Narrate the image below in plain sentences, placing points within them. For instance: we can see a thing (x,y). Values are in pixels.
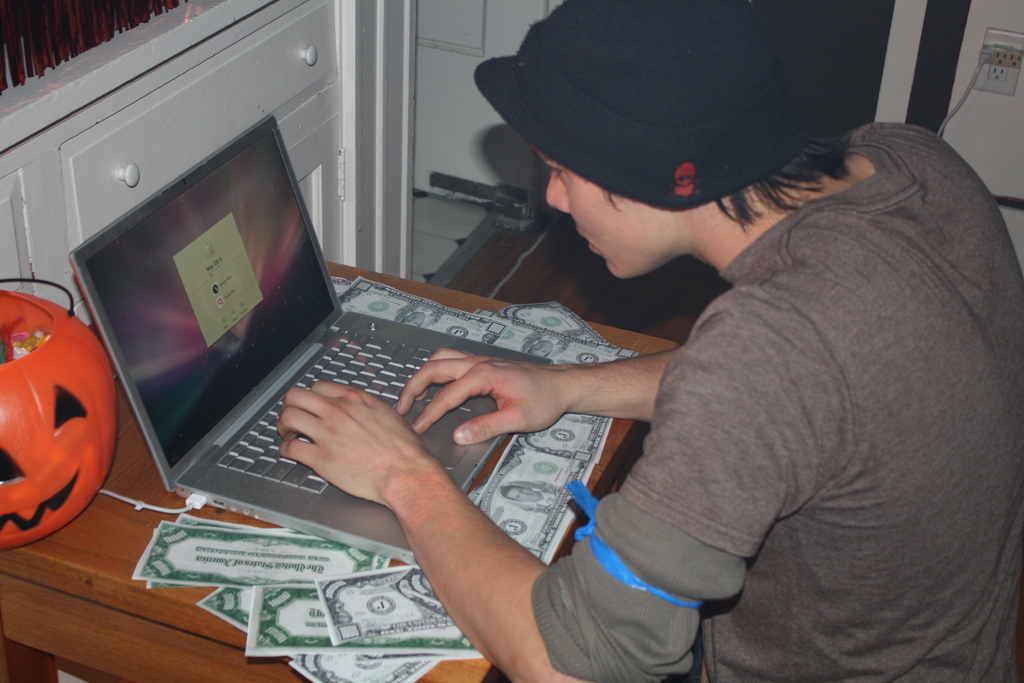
In the foreground of the picture (699,317) there is a person (842,385) using laptop (242,351). Towards left (142,603) there is a desk (116,550), on the desk (128,551) there are currency notes (317,587), a pumpkin (44,406), cable (154,506) and a laptop (259,315). At the top (191,80) there are closet (250,74) and door (475,97). On the right (1018,57) there is cable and a plug (1001,59).
